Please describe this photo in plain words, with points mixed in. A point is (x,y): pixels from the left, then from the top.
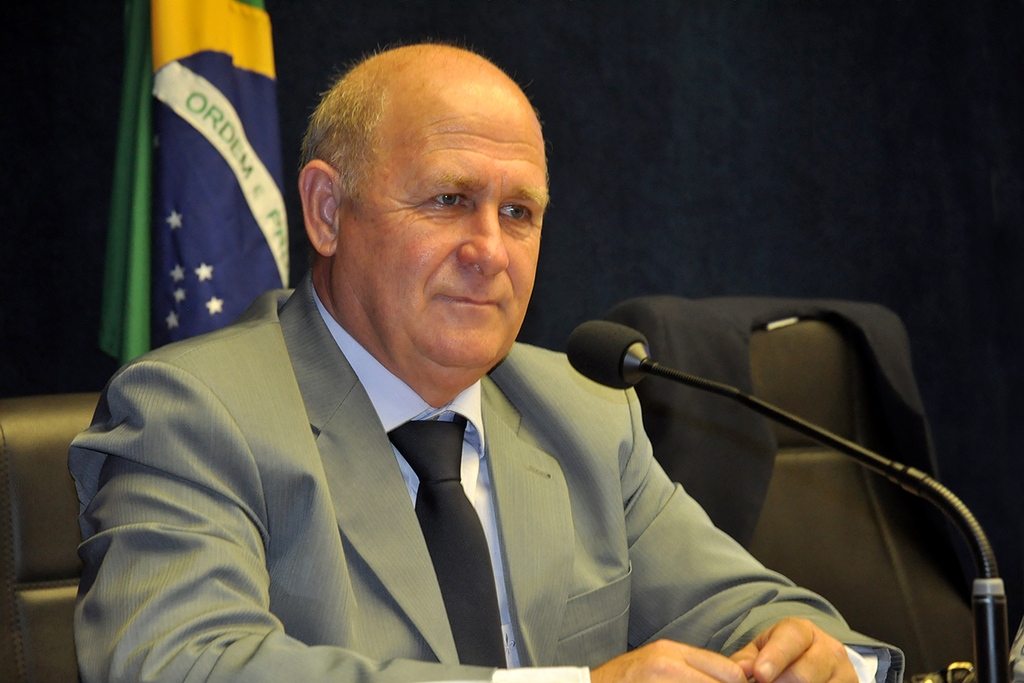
In the center of the image (440,345) a man (413,490) is sitting on a chair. On the right side of the image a mic (889,470) is there. In the background of the image (215,228) we can see flag (193,210), cloth (704,303), chairs (816,366) are present.
